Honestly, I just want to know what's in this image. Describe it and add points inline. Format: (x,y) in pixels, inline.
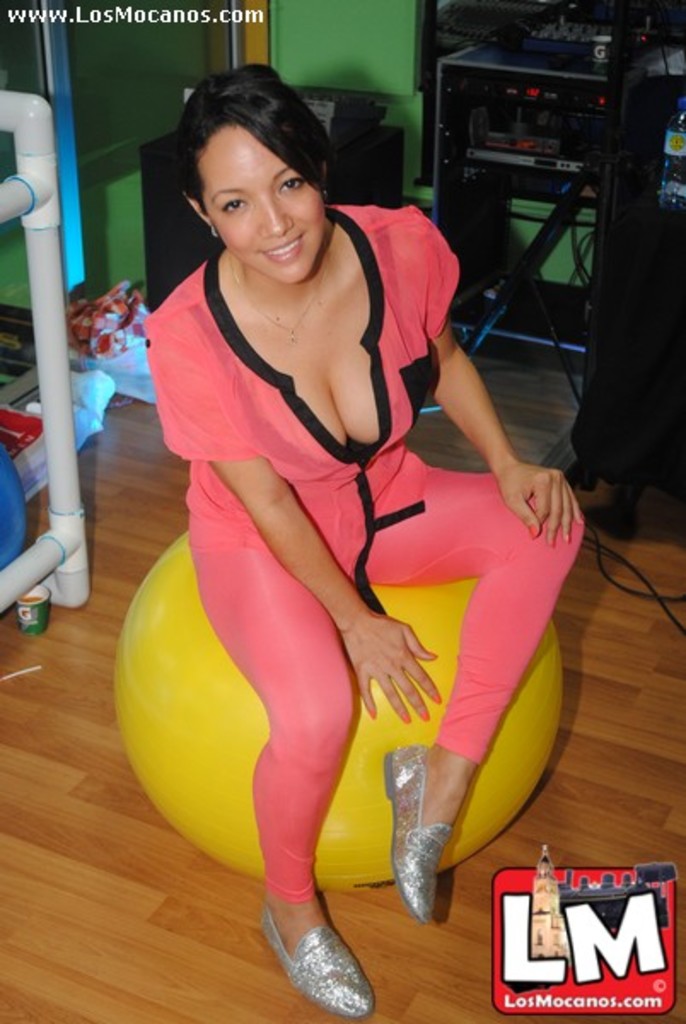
This picture shows the inner view of a room (203,952), two machines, green wall (92,198), one woman (270,281) sitting on a fitness ball (208,810) and some different objects (7,487) on the floor (565,414).
